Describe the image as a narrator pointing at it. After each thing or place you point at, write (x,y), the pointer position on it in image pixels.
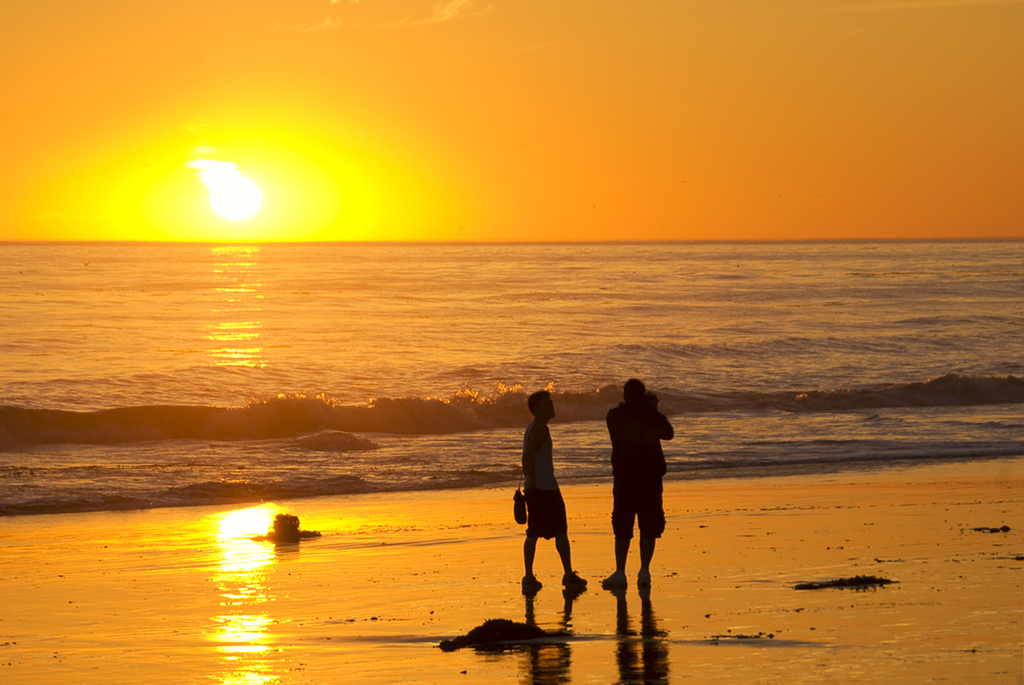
In this image I can see two people (542,521) standing in-front of the water (434,392). These people (546,480) are wearing the dresses (529,486) and the bag (526,507). In the back (395,170) I can see the sun (212,203) and the sky (422,93).
